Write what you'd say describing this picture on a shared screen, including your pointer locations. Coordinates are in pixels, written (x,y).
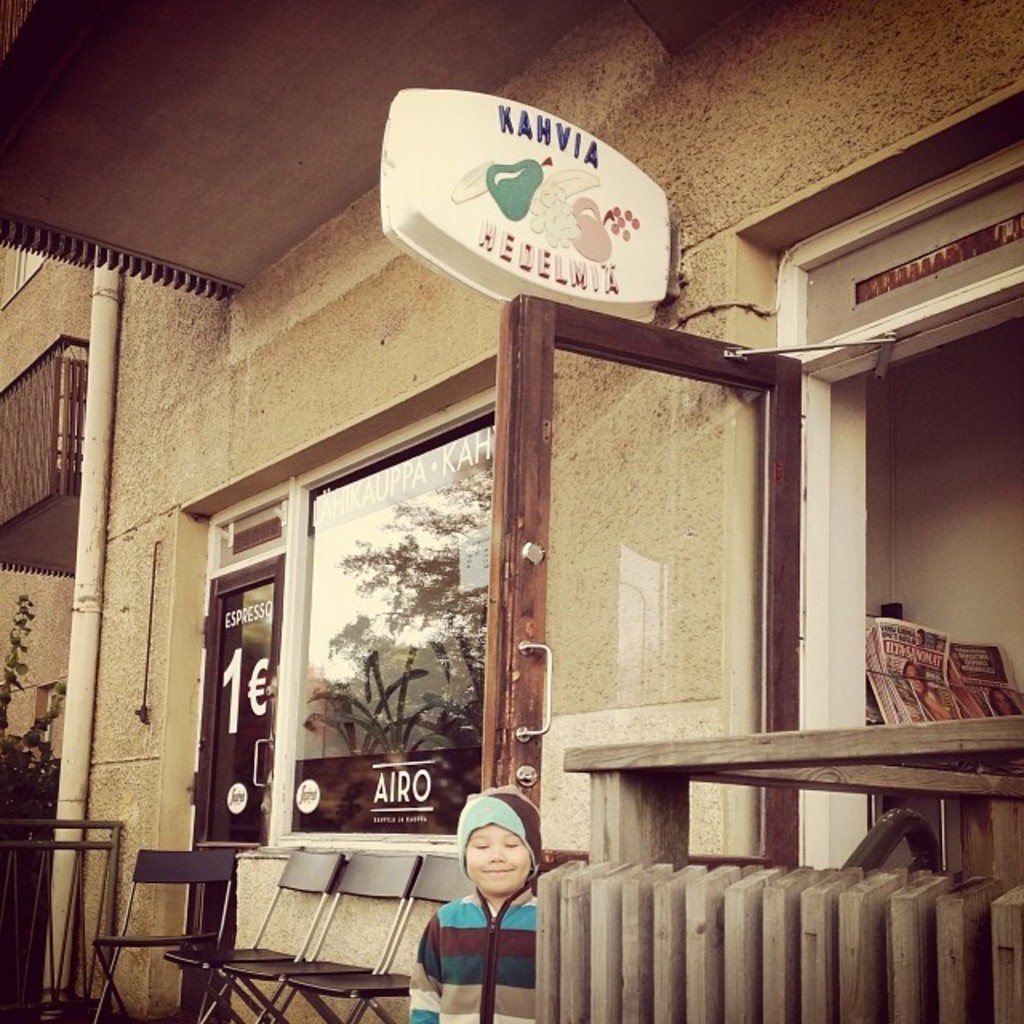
A boy (460,963) wearing a sweater (478,927) is smiling. And near to him there are some chairs (219,956). And this is the outside of the building (365,604). There is a door (581,634) and board (513,253) of the building (568,633). There are some magazines (967,676) in the racks (909,654). There is a pipe (68,742) on the wall (192,365).
